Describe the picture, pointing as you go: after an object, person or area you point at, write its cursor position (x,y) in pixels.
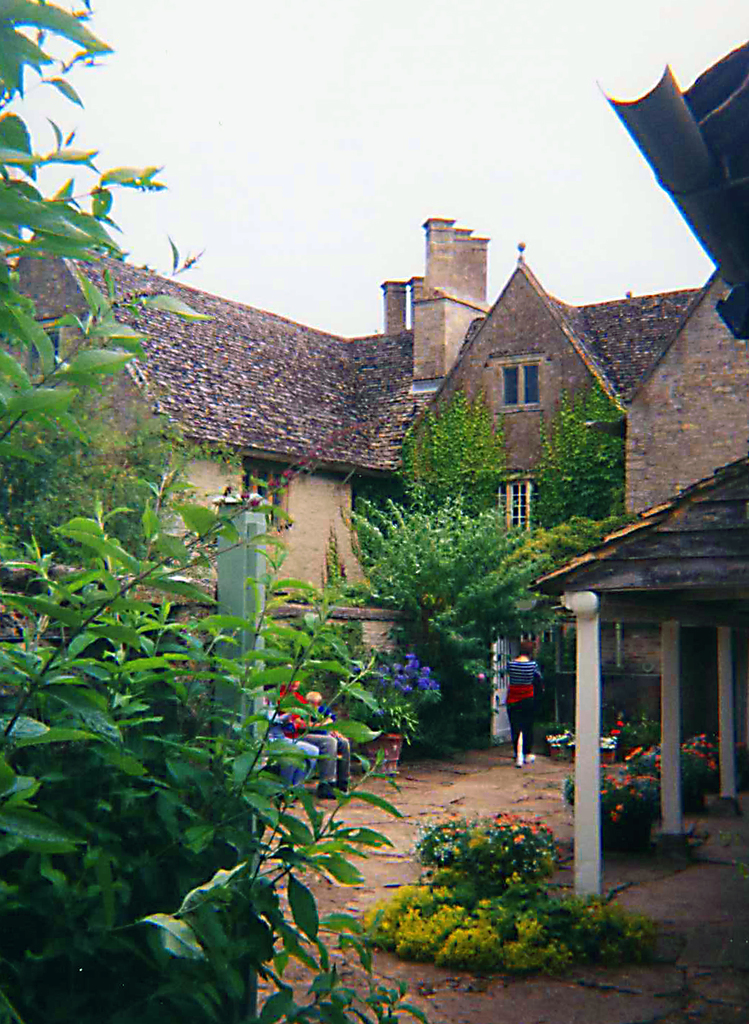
On the left side (140,767) there are trees (216,715), in the middle (357,462) there are houses (357,462). At the top (333,51) it is the sky (428,81), at the bottom (613,773) there are flower plants (529,842) in this image.
